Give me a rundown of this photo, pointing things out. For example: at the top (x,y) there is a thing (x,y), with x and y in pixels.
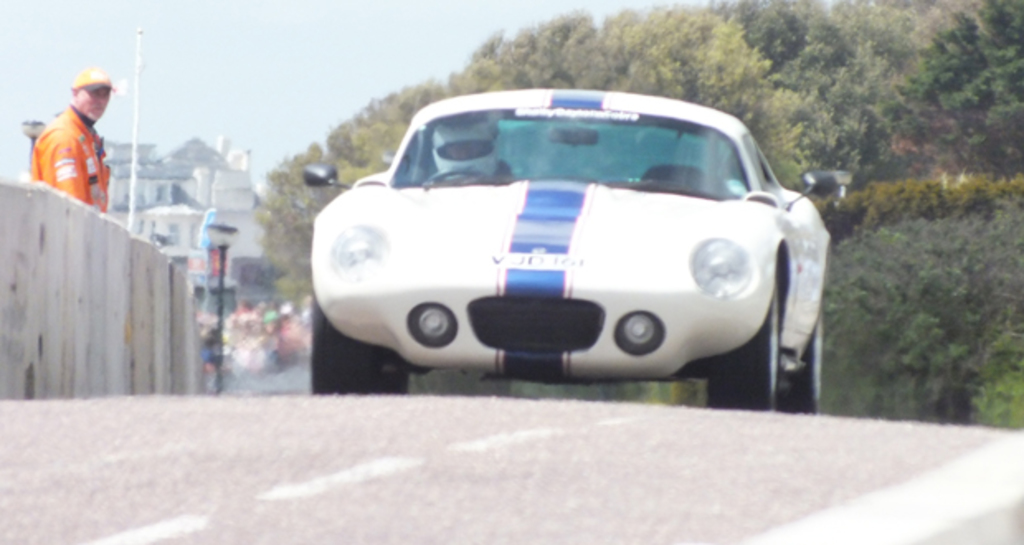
In this picture we can see a car (451,301) on the road (522,448) and a man (99,100) standing at the fence (126,248), trees (825,72), buildings (257,211) and in the background (187,131) we can see the sky (200,82).
